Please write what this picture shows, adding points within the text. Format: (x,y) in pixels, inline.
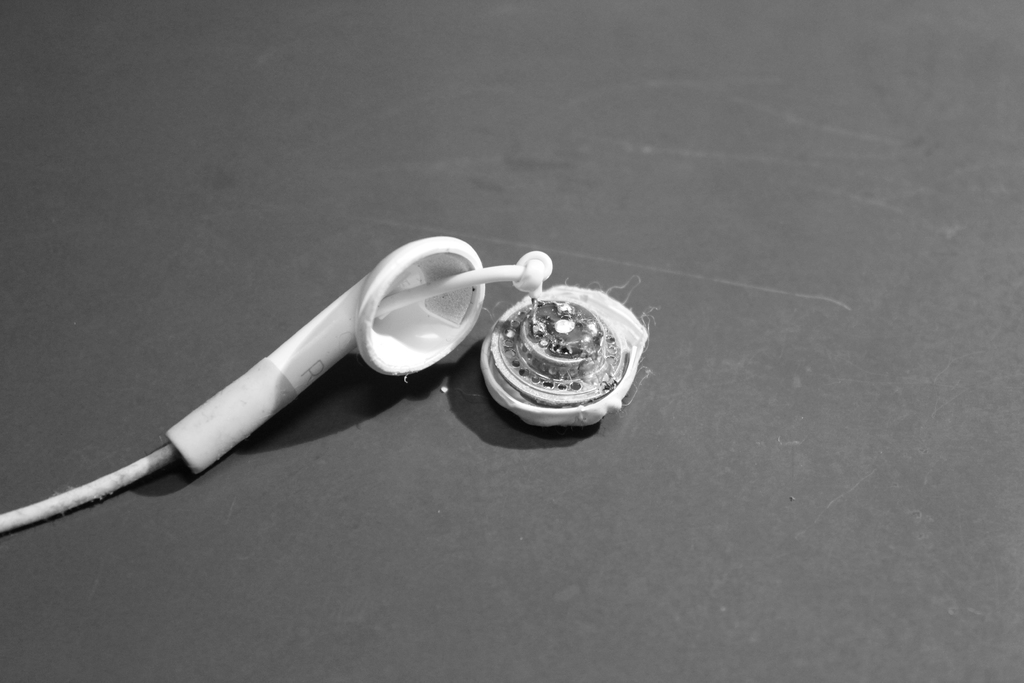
In this image I can see an earphone (178,446) which is white and grey in color and a wire (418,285) which is white in color on the black colored surface (213,277).
